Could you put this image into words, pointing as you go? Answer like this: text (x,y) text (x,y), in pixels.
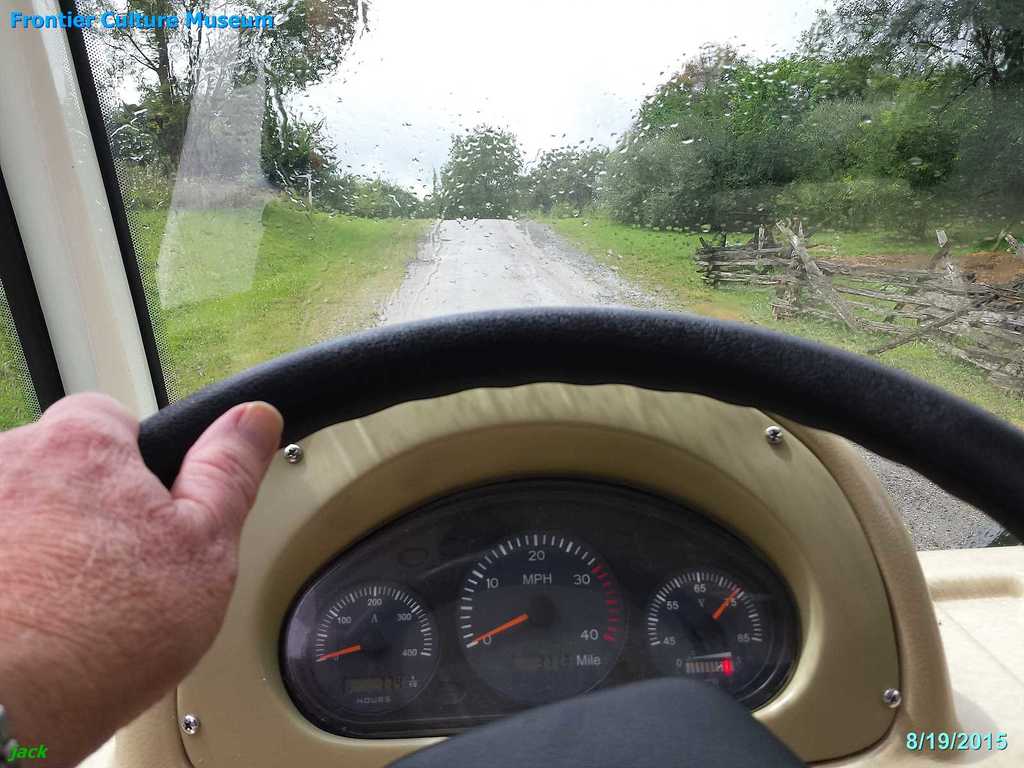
In the center of the image (541,348) we can see steering (665,334), indicator (675,635), person's hand (213,626). In the background (506,232) there is trees (408,193), road (446,235) and sky (464,91).
